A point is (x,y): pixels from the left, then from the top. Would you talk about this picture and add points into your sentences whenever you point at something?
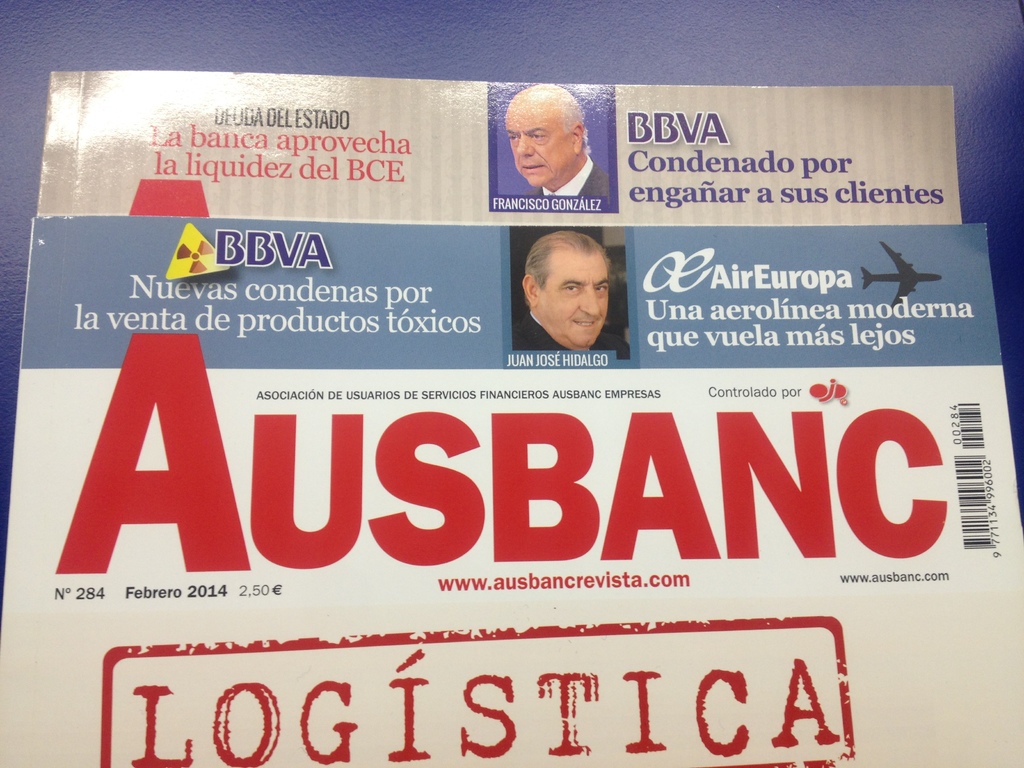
In this picture we can observe a couple of books (441,366). We can observe some text (207,435) on these books (343,216). There are two photographs (551,276) of two persons (550,275) on these books (450,198). These books (450,198) are placed on the blue color surface (225,61).
